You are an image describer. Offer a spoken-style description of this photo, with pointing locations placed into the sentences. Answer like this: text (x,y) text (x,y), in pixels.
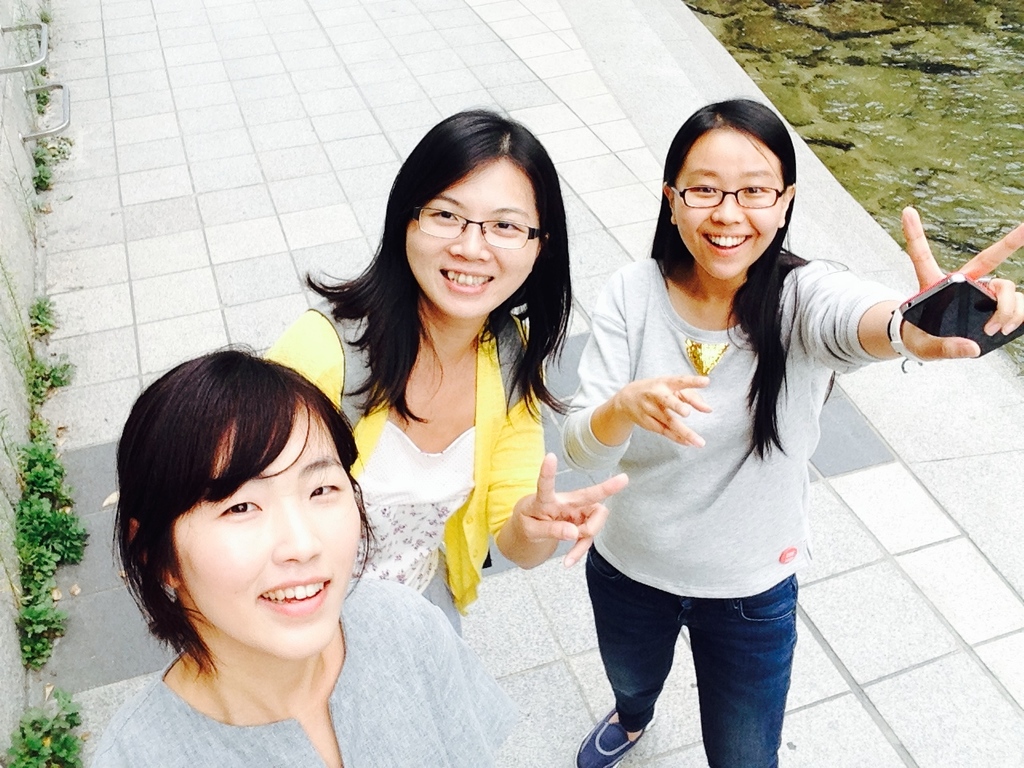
Here we can see three persons (637,580) posing to a camera. They are smiling and two of them have spectacles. Here we can see plants (70,754).
